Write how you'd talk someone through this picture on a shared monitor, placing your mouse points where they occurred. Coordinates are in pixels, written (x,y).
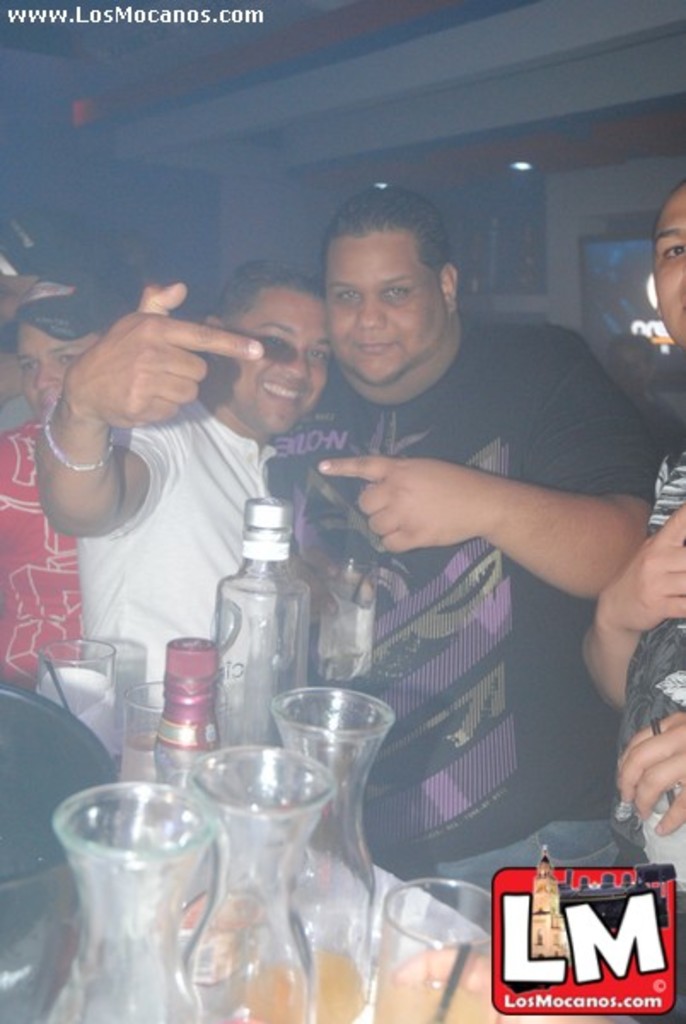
In this image I can see few people (680,251) are standing, I can also see smile on their faces (261,408). Here I can see few bottles (297,579) and few glasses (205,771).
